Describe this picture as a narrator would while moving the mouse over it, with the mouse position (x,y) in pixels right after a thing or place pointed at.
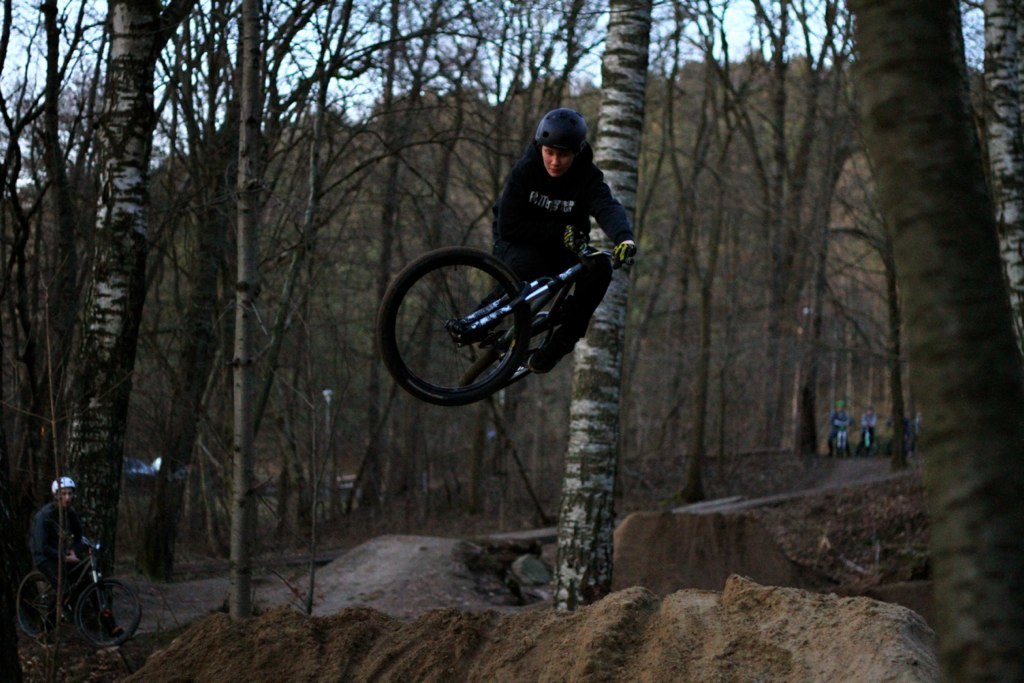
This picture is clicked outside. In the center (542,253) there is a person (566,161) wearing helmet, holding a bicycle (538,284) and we can see the bicycle (531,337) is in the air (424,209). On the left (48,564) there is another person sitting on the bicycle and we can see the rocks (266,637), trees (834,208), sky (551,67), hills (489,190) and group of persons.
